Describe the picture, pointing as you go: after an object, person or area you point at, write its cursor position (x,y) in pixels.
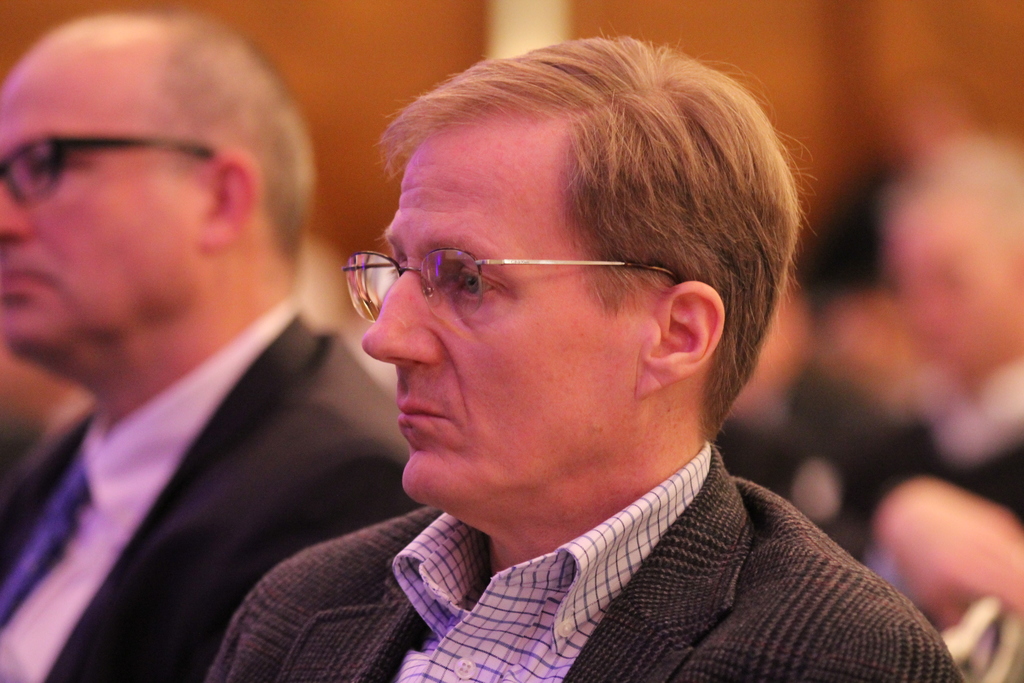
In the foreground of this picture (303,523) we can see the two persons (190,382) wearing spectacles (454,295), blazers (274,583) and seems to be sitting. In the background (988,331) we can see the group of persons (927,184) and some other objects (820,68).
